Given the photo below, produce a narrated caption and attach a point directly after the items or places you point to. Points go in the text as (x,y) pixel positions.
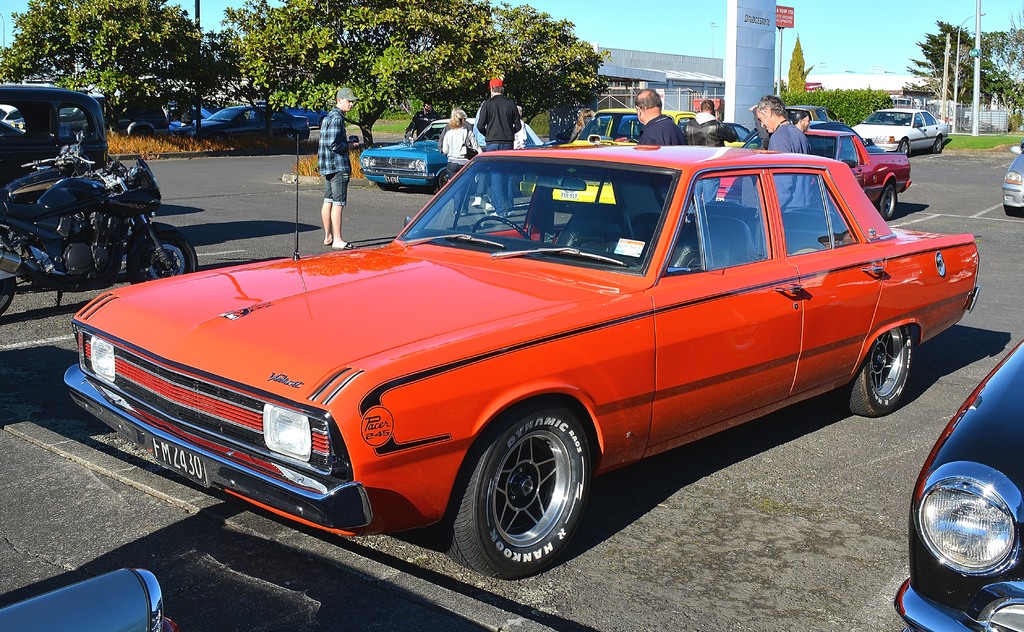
In this picture there is a vehicle (473,356) which is in red color and there is another car (945,471) which is in black color in the right corner (961,510) and there are few other vehicles (52,116) in the left corner (70,111) and there are few persons (664,120), vehicles (900,114), trees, buildings (711,69) and poles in the background (579,97).
